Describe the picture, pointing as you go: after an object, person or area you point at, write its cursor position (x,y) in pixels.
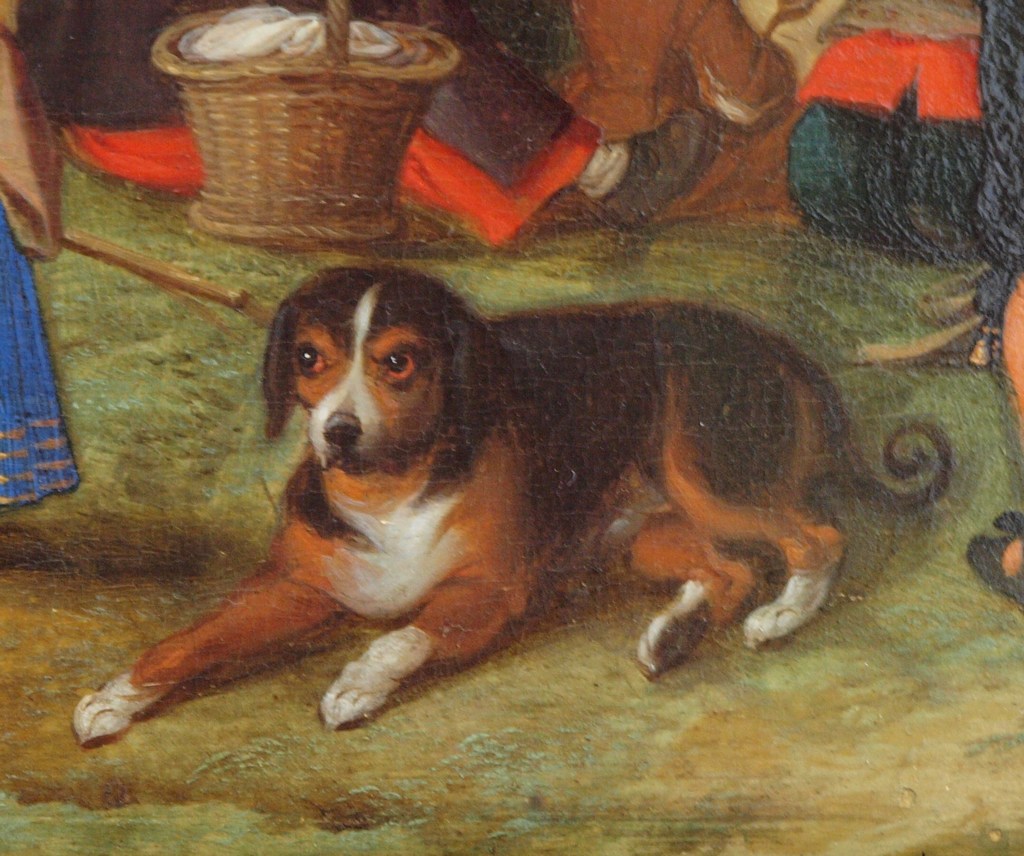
In this image there is a painting (758,525) of a dog (464,448), basket (417,89), people (42,218) and objects (363,45).
